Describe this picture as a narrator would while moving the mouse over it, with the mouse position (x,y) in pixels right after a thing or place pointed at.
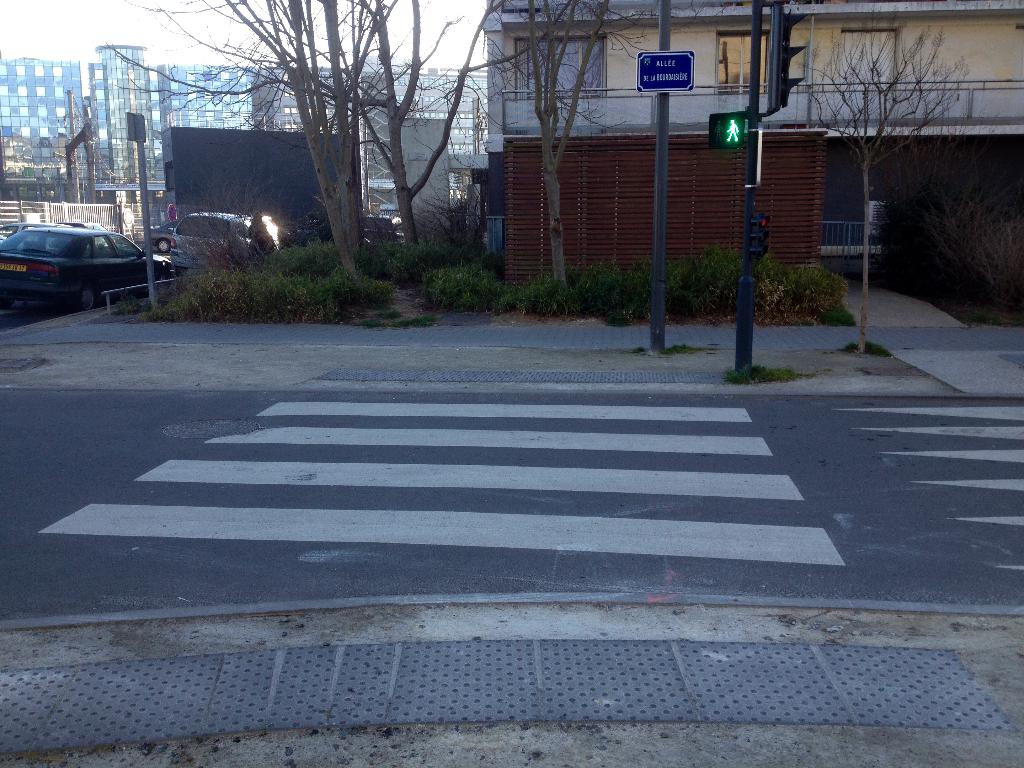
This picture shows buildings (611,129) and trees (411,214) and we see cars (206,217) parked and grass (399,246) on the ground (924,309) and plants (459,217). We see few poles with signboard (660,74) and a pole (755,169) with the traffic signal light (786,62).
